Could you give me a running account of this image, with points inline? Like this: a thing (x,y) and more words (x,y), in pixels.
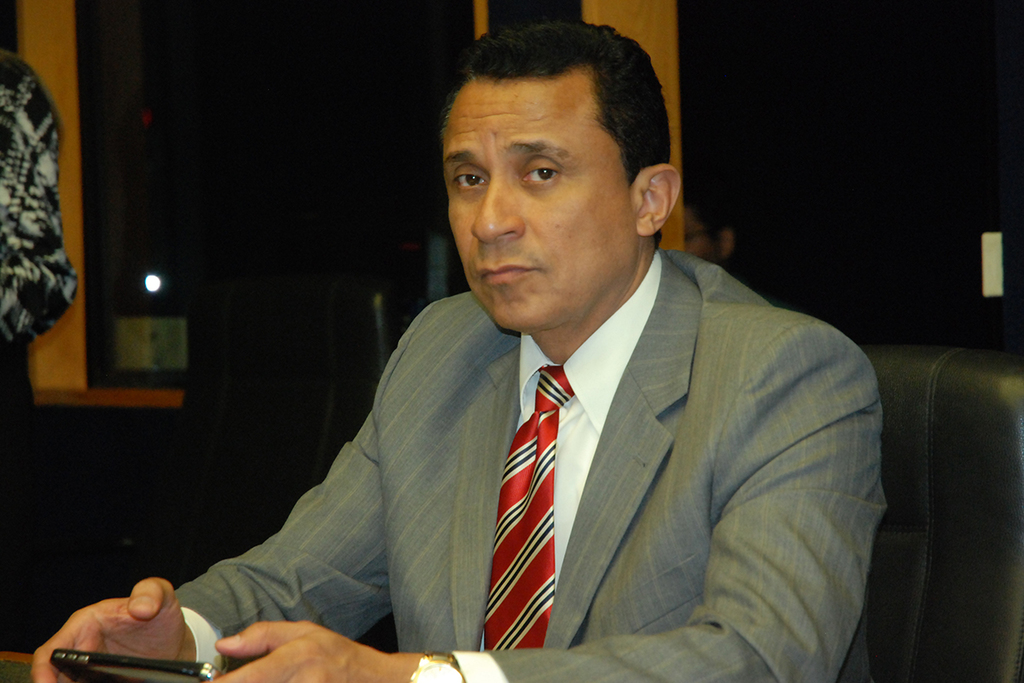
In this picture we can observe a person (421,491) sitting in the black color chair (914,535). He is wearing grey color coat (641,501) and a red color tie (525,522). On the left side (24,224) there is a person (12,327) standing. We can observe a chair (296,462). In the background (184,335) there is a window (150,325).
